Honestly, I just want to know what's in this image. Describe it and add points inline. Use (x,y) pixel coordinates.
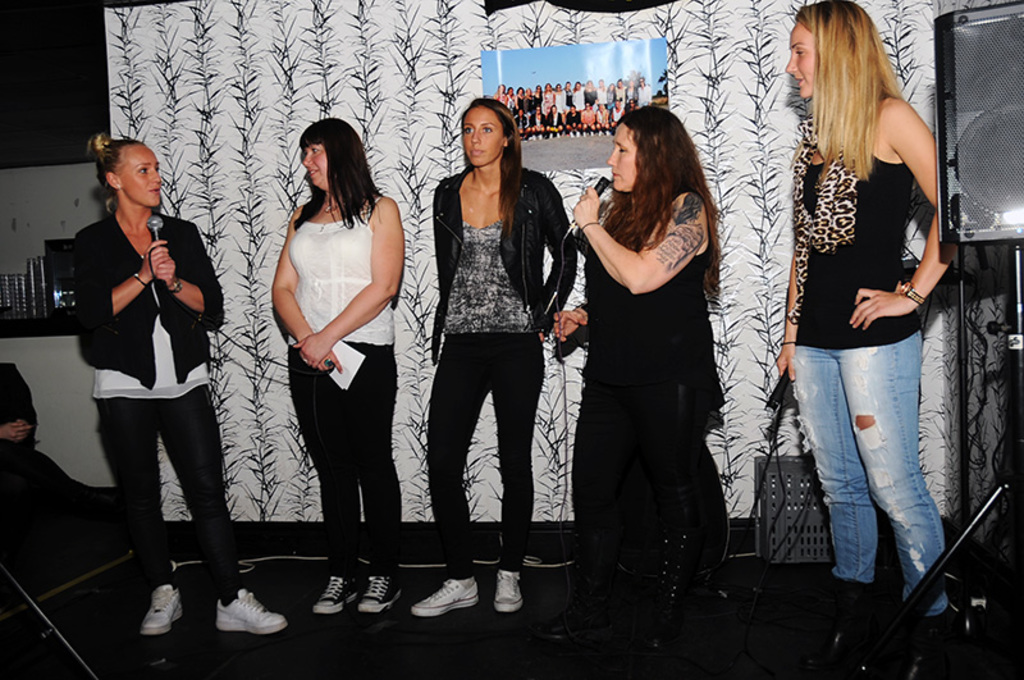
In this image we can see few women (202,254) are standing on the floor (420,662) and among the two women (202,464) are holding mics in their hands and a woman (325,470) is holding a paper (357,356) in the hand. In the background (531,122) there is a photograph (538,111) on the curtain (252,226) and on the right side (1003,163) there is a speaker (1006,93) on a stand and on the left side (15,293) there are glasses (26,303) and objects (53,297) on a platform (20,319) and a person (21,480) is sitting.
